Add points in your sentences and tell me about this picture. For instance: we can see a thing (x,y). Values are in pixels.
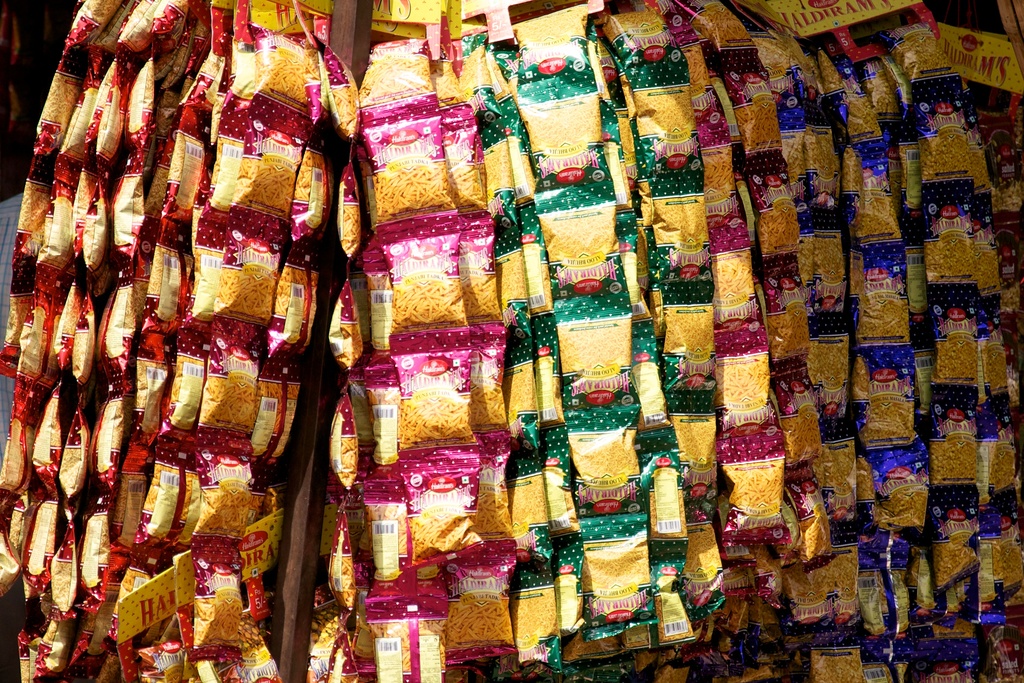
In this picture we can observe some packets (436,370) hanging here. We can observe pink, green and blue color packets (584,283).
